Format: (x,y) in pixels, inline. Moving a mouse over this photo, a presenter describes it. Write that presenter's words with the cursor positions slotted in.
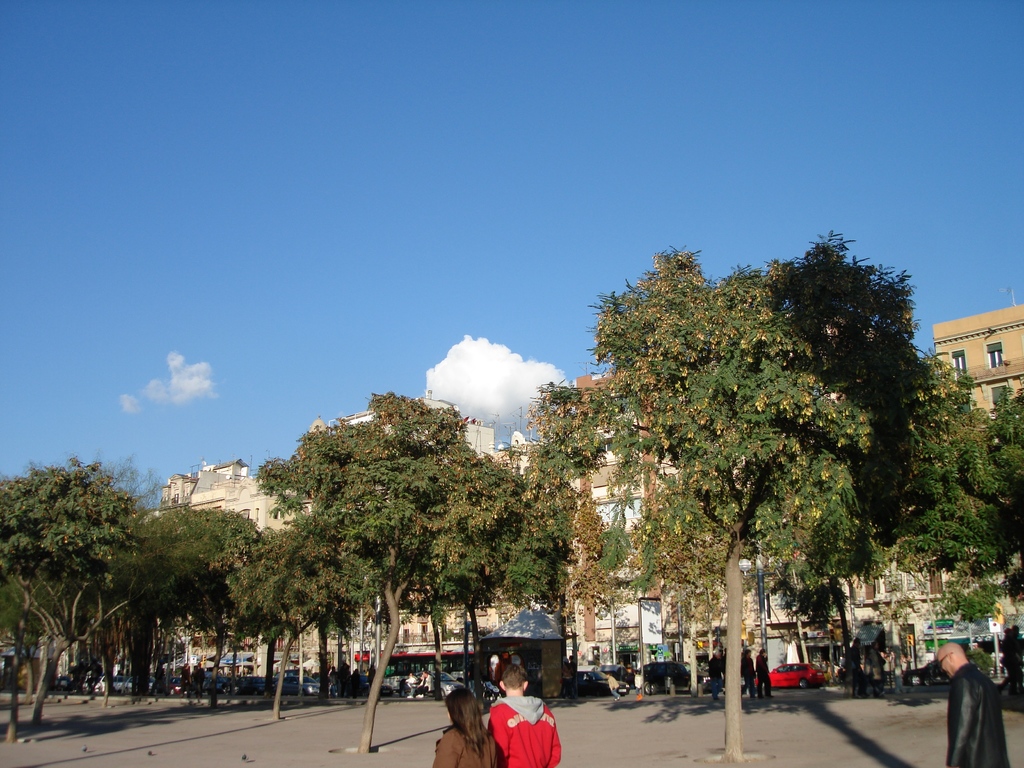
In this image I can see some people (475,755) on the road (428,735). I can see the trees (150,635). In the background (390,680), I can see the vehicles (789,685), buildings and clouds (440,365) in the sky (430,192).
